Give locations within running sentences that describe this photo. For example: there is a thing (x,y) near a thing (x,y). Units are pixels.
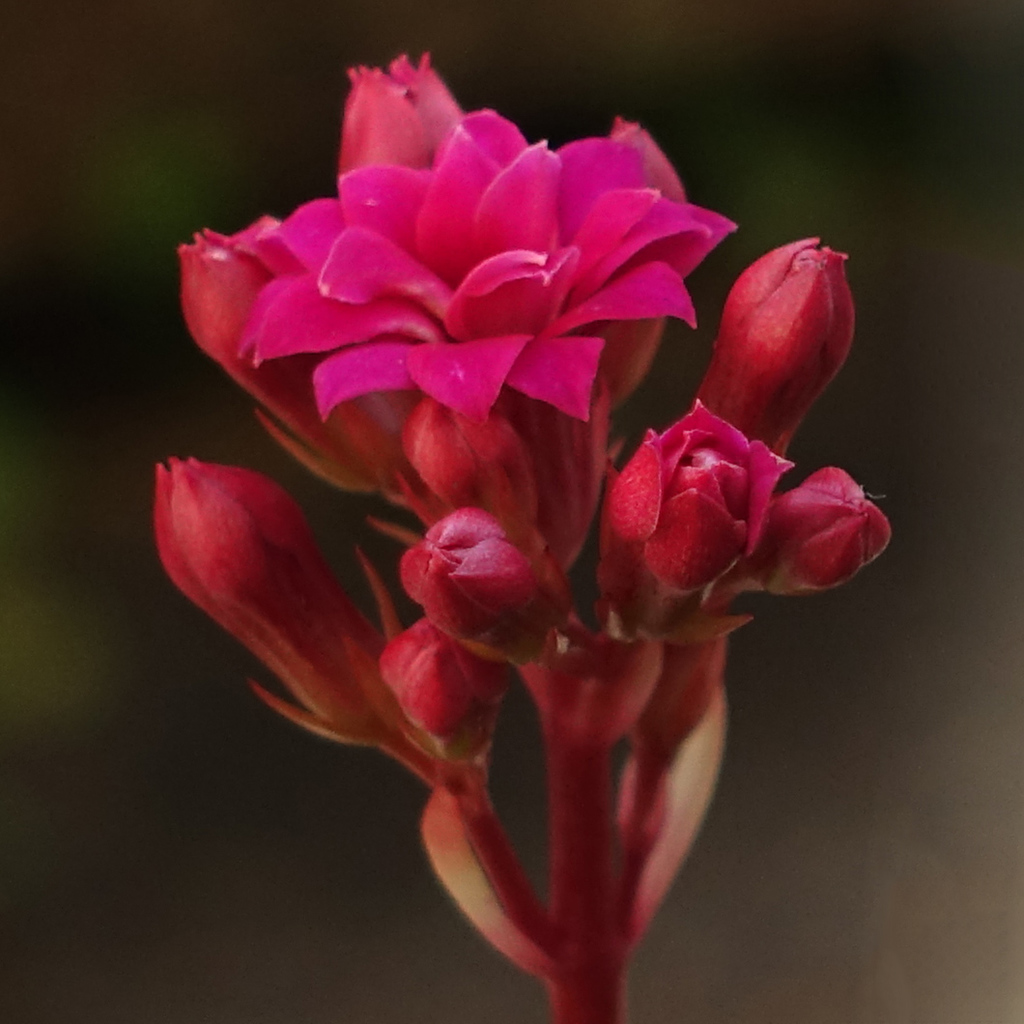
In this picture I can see a flower (415,346) and buds (499,421) and I can see blurry background (727,929).
